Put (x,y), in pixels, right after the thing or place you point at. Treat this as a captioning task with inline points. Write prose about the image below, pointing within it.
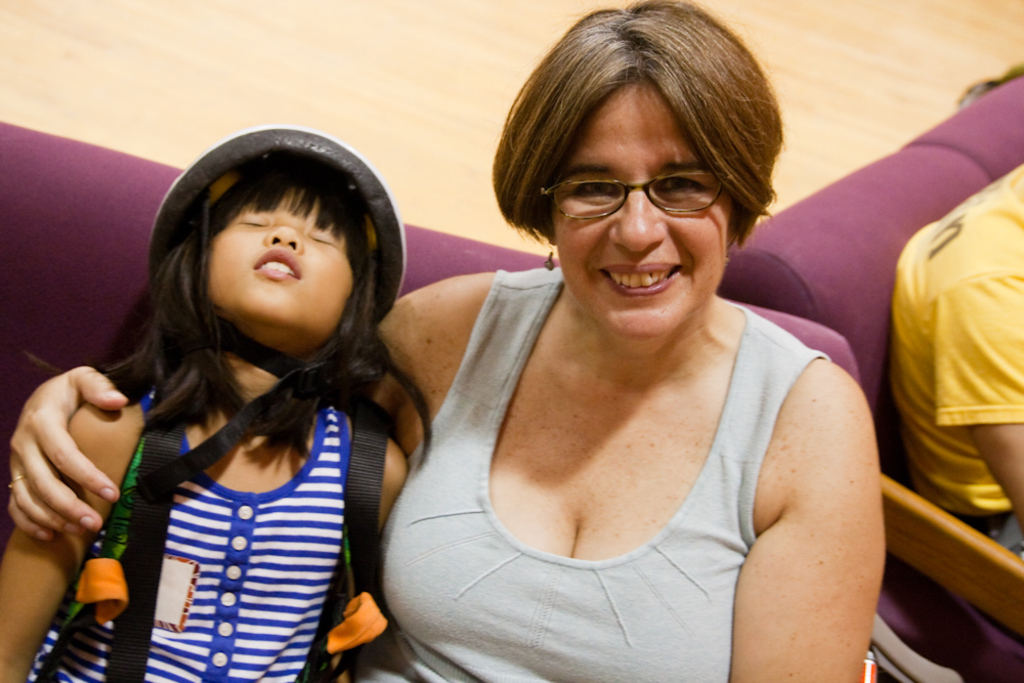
In this image there is a woman (650,376) seated on the sofa (849,288) with a smile on her face (643,307), to the right of the woman (412,358) there is a girl child (288,358), to the left of the woman (773,374) there is another person (948,253) seated on the sofa (864,288).
